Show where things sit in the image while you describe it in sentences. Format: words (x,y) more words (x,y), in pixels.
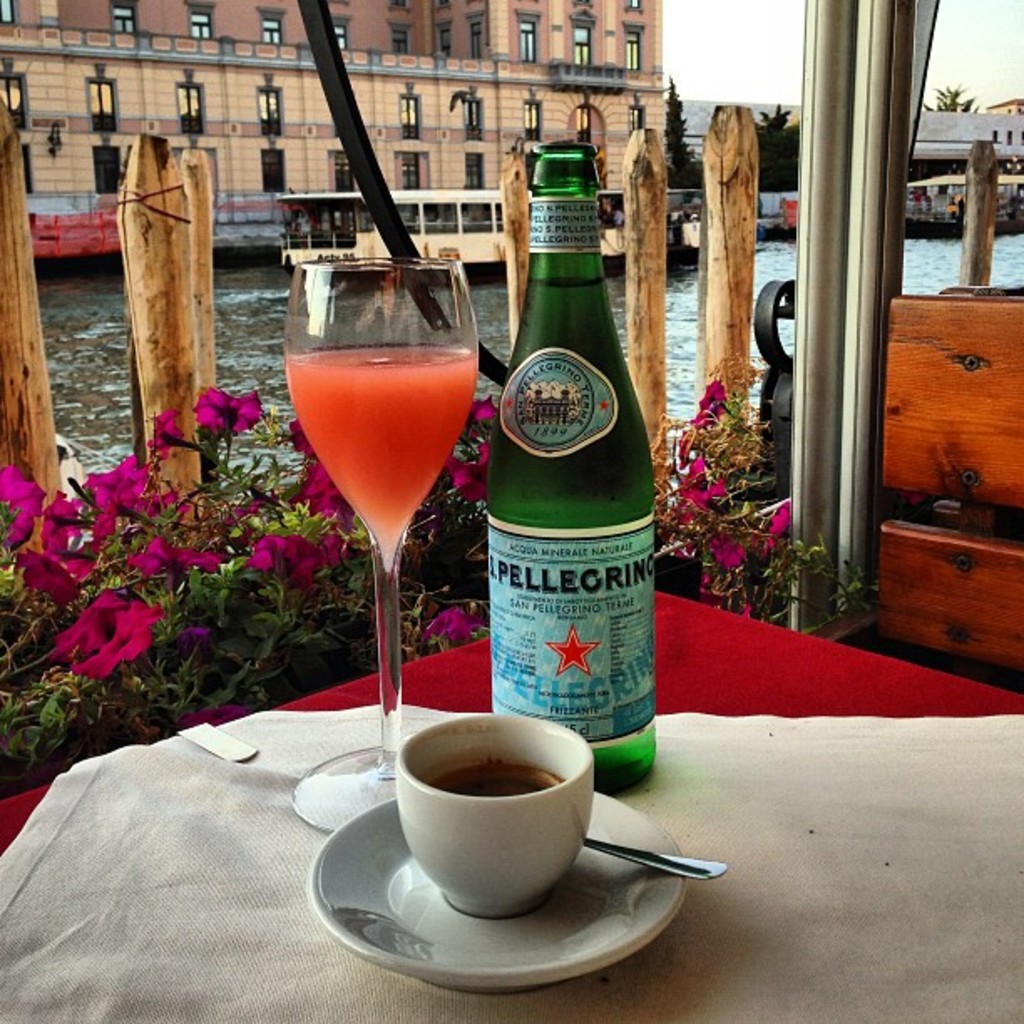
On the red color table (778,677) there is a white cloth (888,829) on it. On the table (772,689) there is a cup (488,861) with the saucer (515,921) and spoon (625,859) in it, behind the cup (513,757) there is a green color bottle (566,461) and a glass (394,419) with juice (378,383) in it. In the background (226,134) there is a building (397,47). In front of the building (444,76) there is a water (92,342) with boat (619,207) on it.
